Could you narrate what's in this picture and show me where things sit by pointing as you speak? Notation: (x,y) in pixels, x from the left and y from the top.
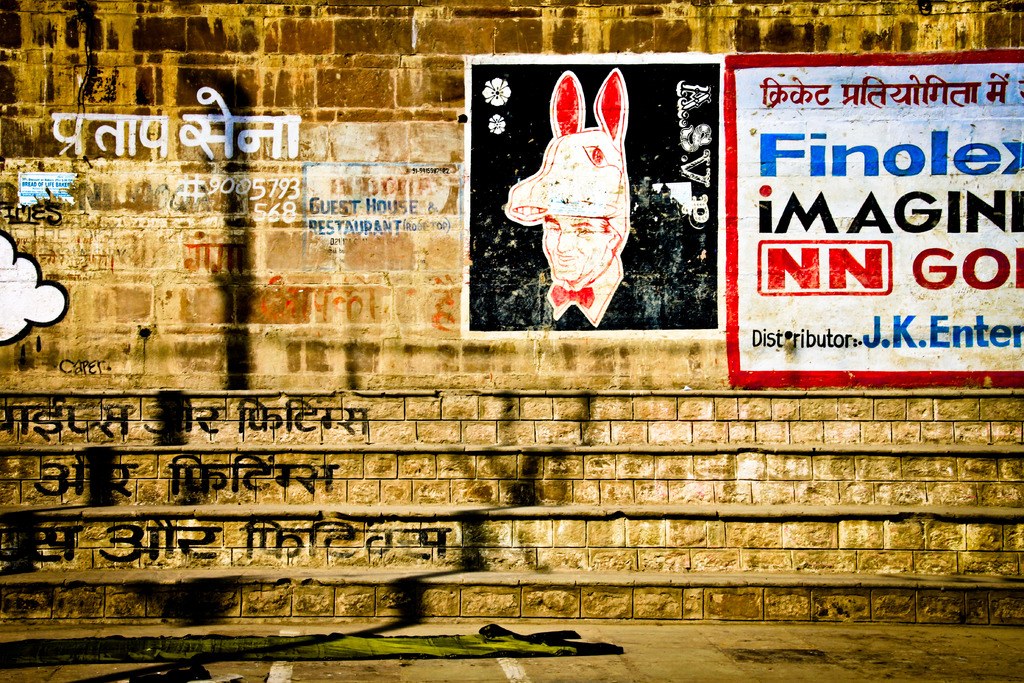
In this picture we can see paintings (375,219) on the wall (285,282).
